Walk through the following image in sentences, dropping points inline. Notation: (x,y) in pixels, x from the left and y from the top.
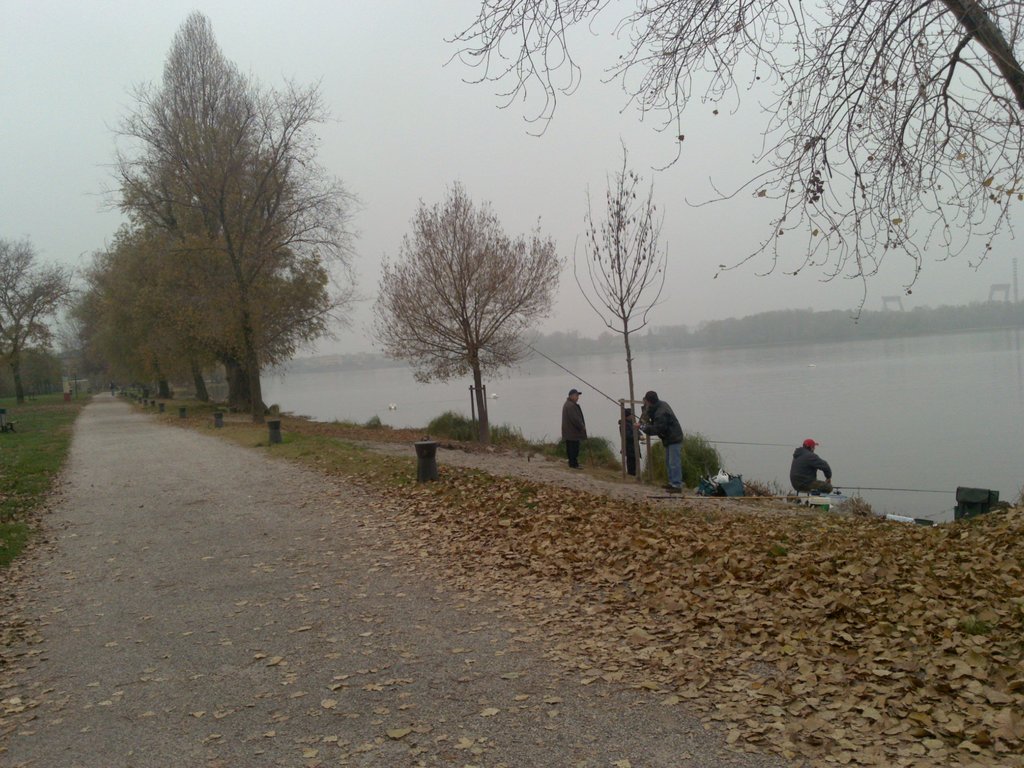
In this image, on the right side (826,474), we can see four people (669,448), trees (630,218) and water (716,363) in a lake (942,442). On the left side (31,443), we can see a grass (38,430), trees (21,387), plants (0,391). In the background (64,369), we can see some trees (242,361), plants (543,336). At the top (483,195), we can see a sky (467,163) which is cloudy, at the bottom (190,583), we can see a road (220,611) with some leaves (537,567) and some black poles (273,443).
